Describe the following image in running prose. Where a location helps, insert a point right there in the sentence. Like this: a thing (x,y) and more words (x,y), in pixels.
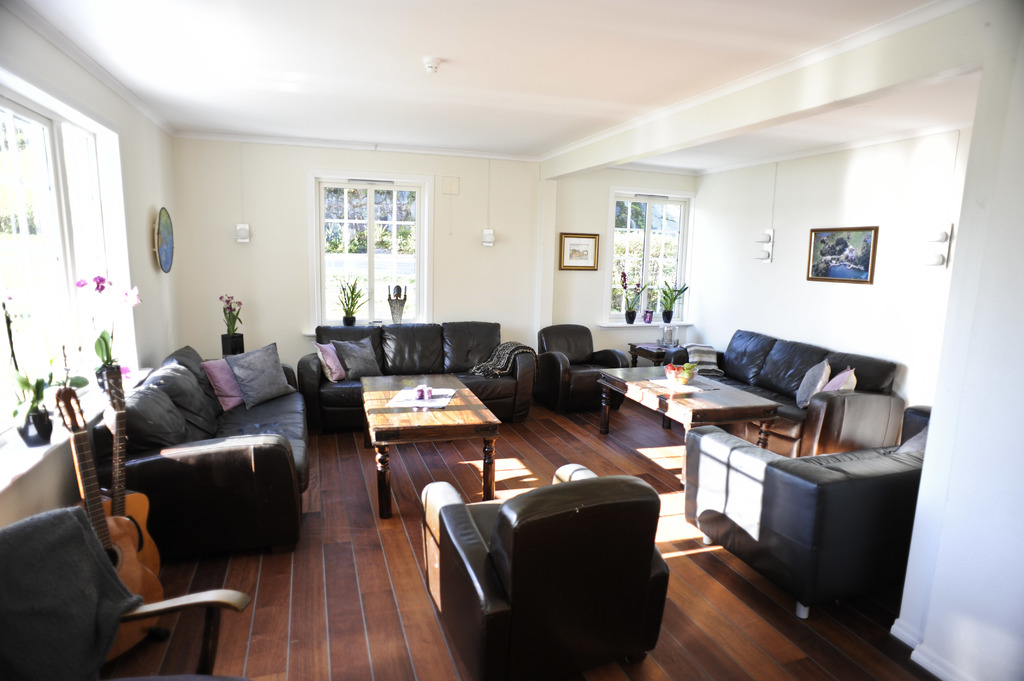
In this picture it seems like a hall (746,355) with many sofas (534,379) which are black in color there are picture frames (812,248) on the walls (830,217) and flower pots (632,318) on the windows (394,228). The windows (378,293) are of glass (353,214). The floor (334,505) is of wooden and there are guitars (111,503) placed in the left corner of the picture (120,527).
